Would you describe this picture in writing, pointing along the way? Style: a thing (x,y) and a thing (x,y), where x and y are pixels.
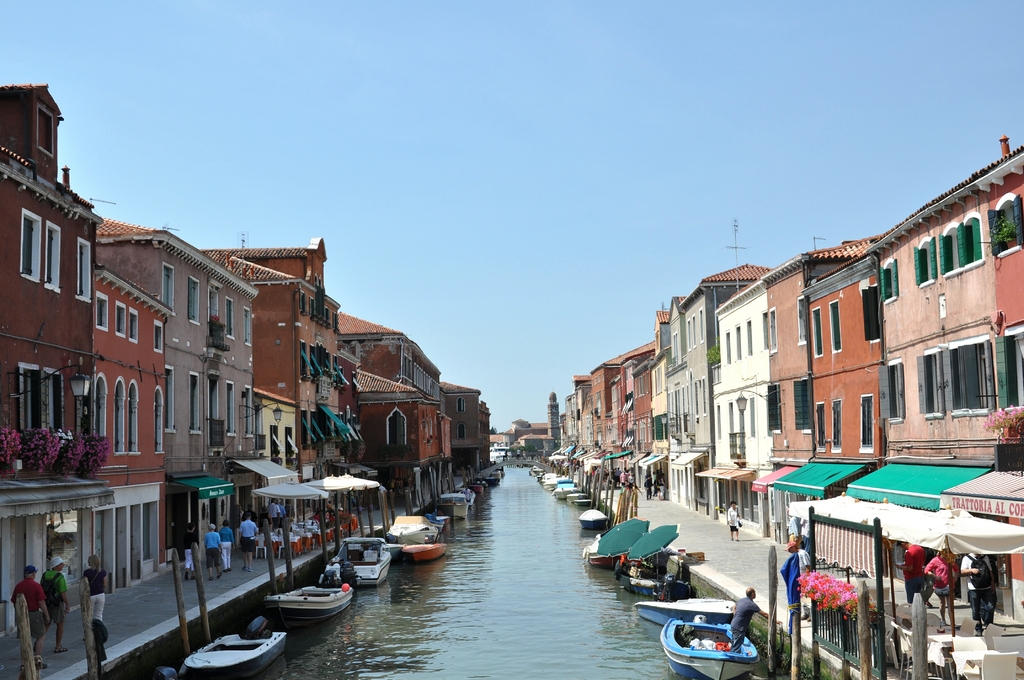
In this picture there are people (20,585) and we can see boats (284,640) on the water (465,560), wooden poles (868,655), chairs (991,674), flowers (851,604), tents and buildings (129,272). In the background of the image (548,95) we can see the sky (521,107).
